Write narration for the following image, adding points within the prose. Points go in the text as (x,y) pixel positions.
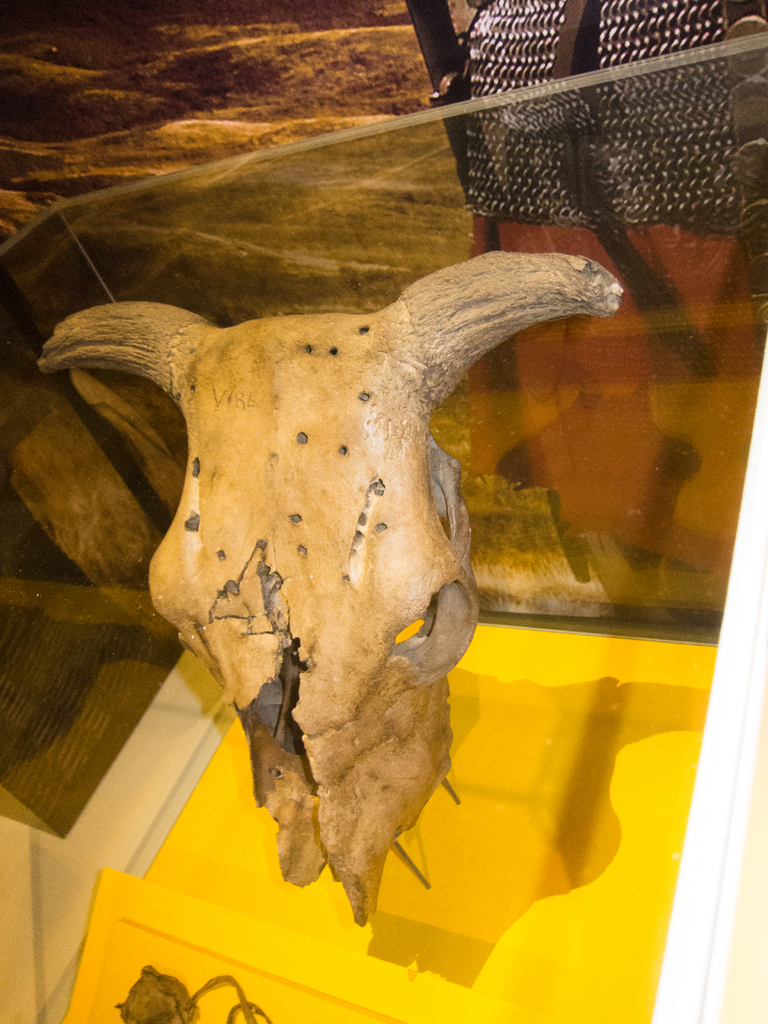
In this picture we can observe a skull (357,608) of an animal (268,396) with two horns (530,297) placed in the glass box (138,441). We can observe yellow color base (273,908). In the background (240,87) there is a brown color wall (222,103).
